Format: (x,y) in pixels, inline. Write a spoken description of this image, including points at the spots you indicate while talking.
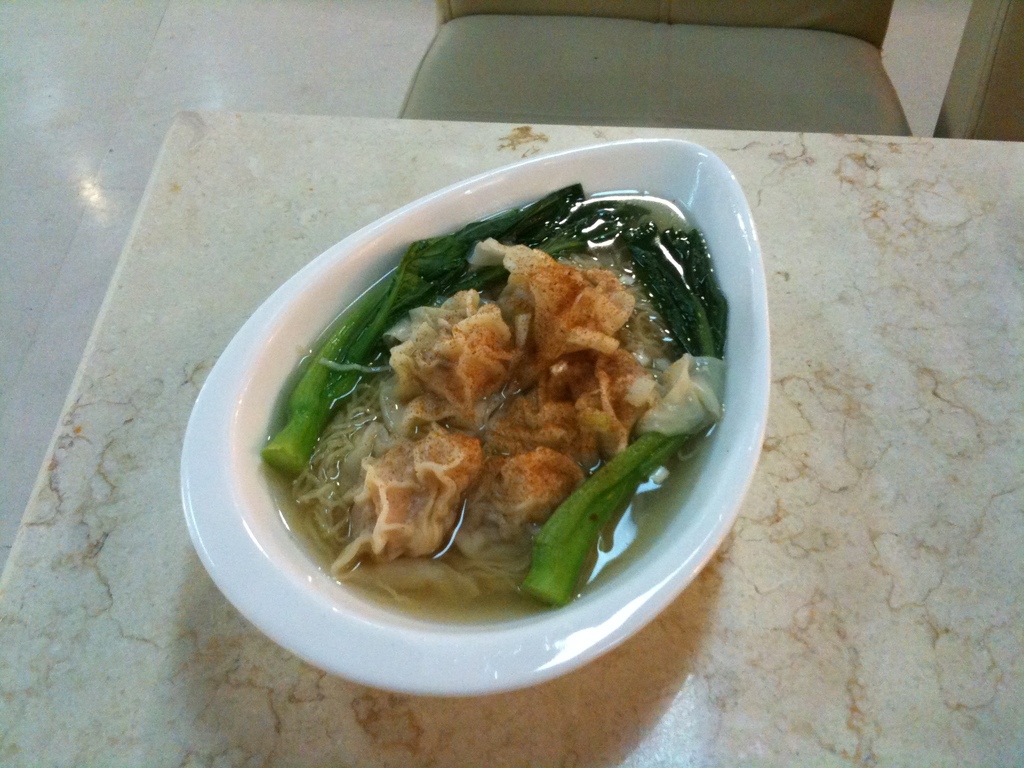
In the picture we can see some food item (549,466) which is in white color bowl (729,281) which is placed on the surface (46,508) of a table (56,619).
